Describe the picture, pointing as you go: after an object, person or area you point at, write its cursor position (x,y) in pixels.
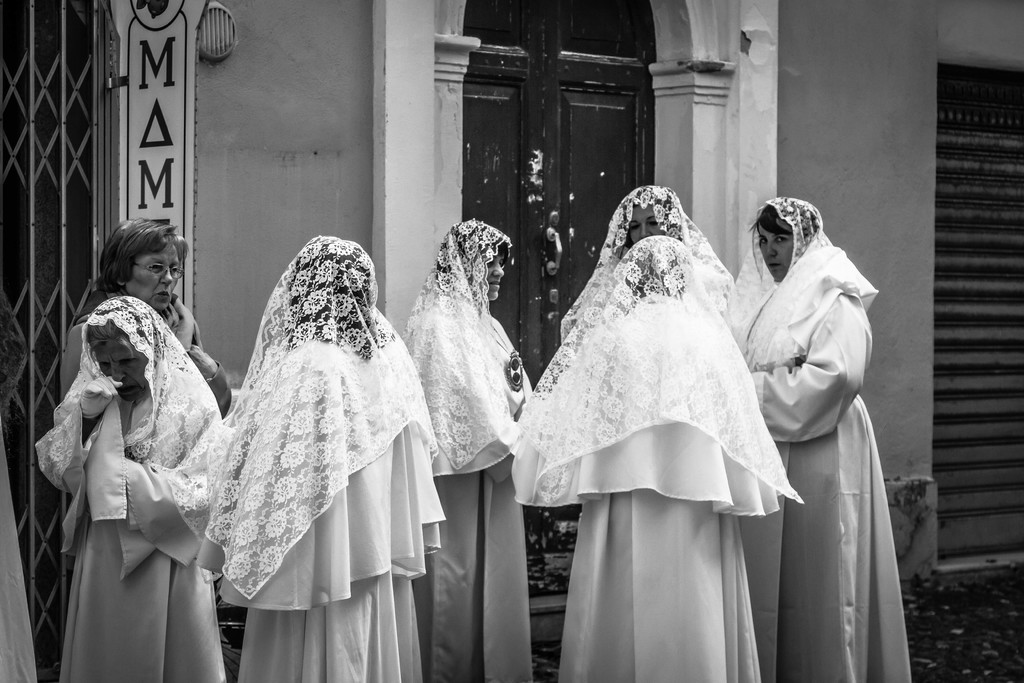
It looks like a black and white image. I can see a group of women (443,297) standing. This is a door (522,236) with a door handle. On the right side of the image (970,426), It looks like a rolling shutter (972,465). I can see a name board (148,146), which is attached to a building wall (242,240).
